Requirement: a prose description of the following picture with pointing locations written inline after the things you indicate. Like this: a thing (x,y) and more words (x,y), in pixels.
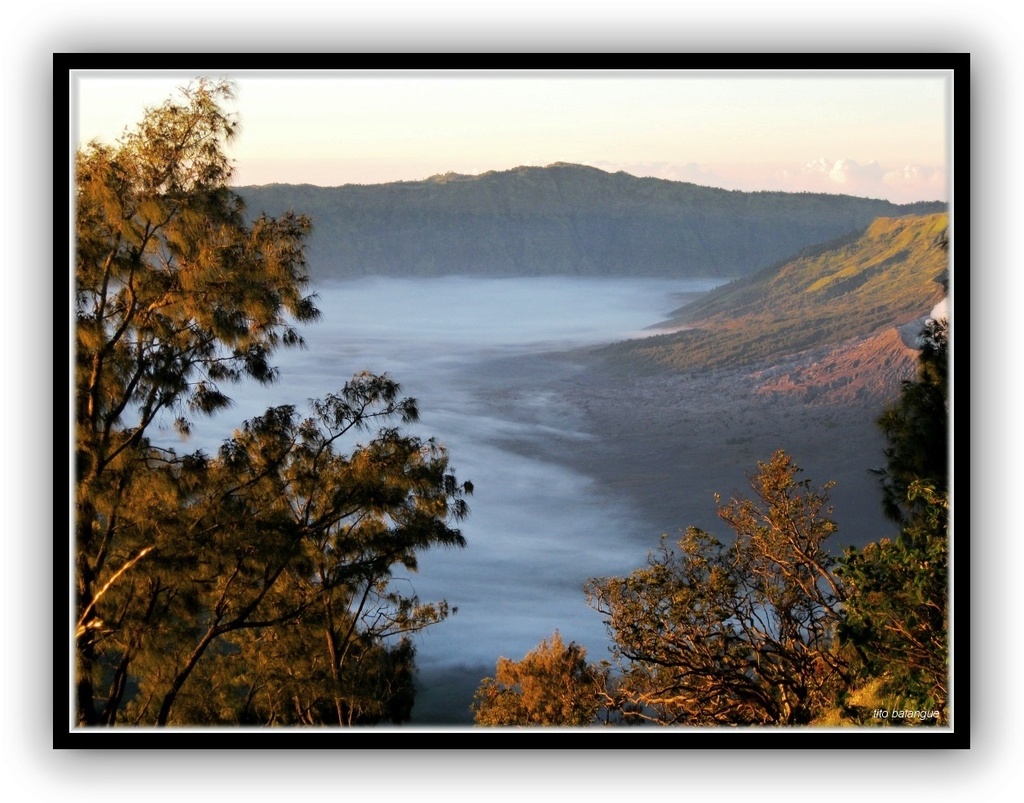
In this picture, there is fog (474,337) in the center (512,309). At the bottom (667,632) and at the left (165,581), there are trees (804,557). On the top (607,205) and at the right (851,345), there are hills (774,335).
